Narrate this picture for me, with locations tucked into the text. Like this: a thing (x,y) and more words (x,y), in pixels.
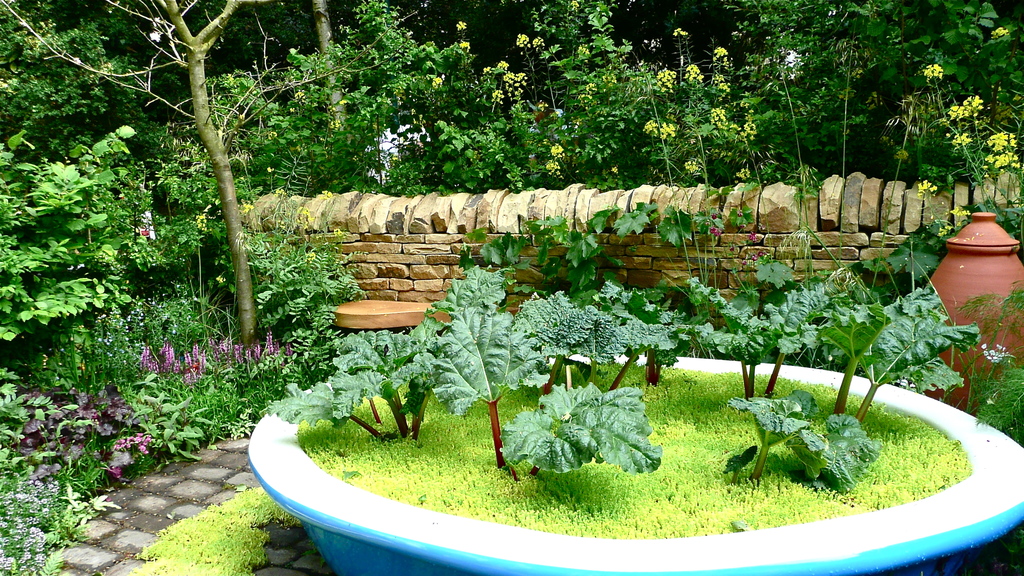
In this picture we can see plants (670,369), pot (954,298), stones (346,209), some objects (971,255) and in the background (86,189) we can see trees (260,111).
